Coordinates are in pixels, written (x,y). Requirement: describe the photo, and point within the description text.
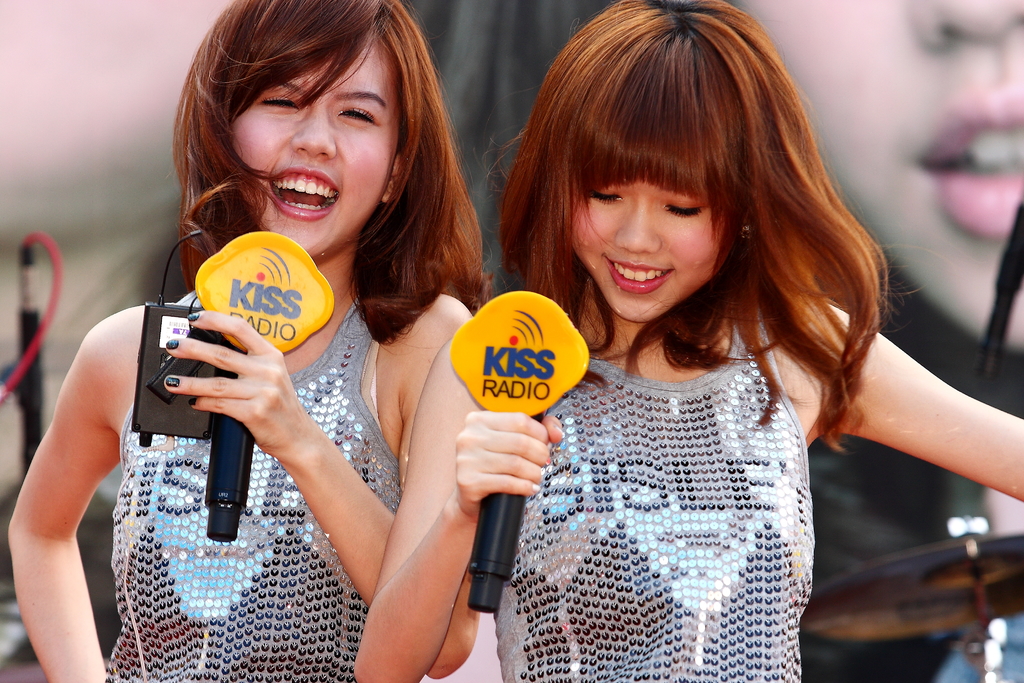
There are two girls (522,185) in the picture, holding a microphone (497,510) in their hands (522,419). Both are smiling.
